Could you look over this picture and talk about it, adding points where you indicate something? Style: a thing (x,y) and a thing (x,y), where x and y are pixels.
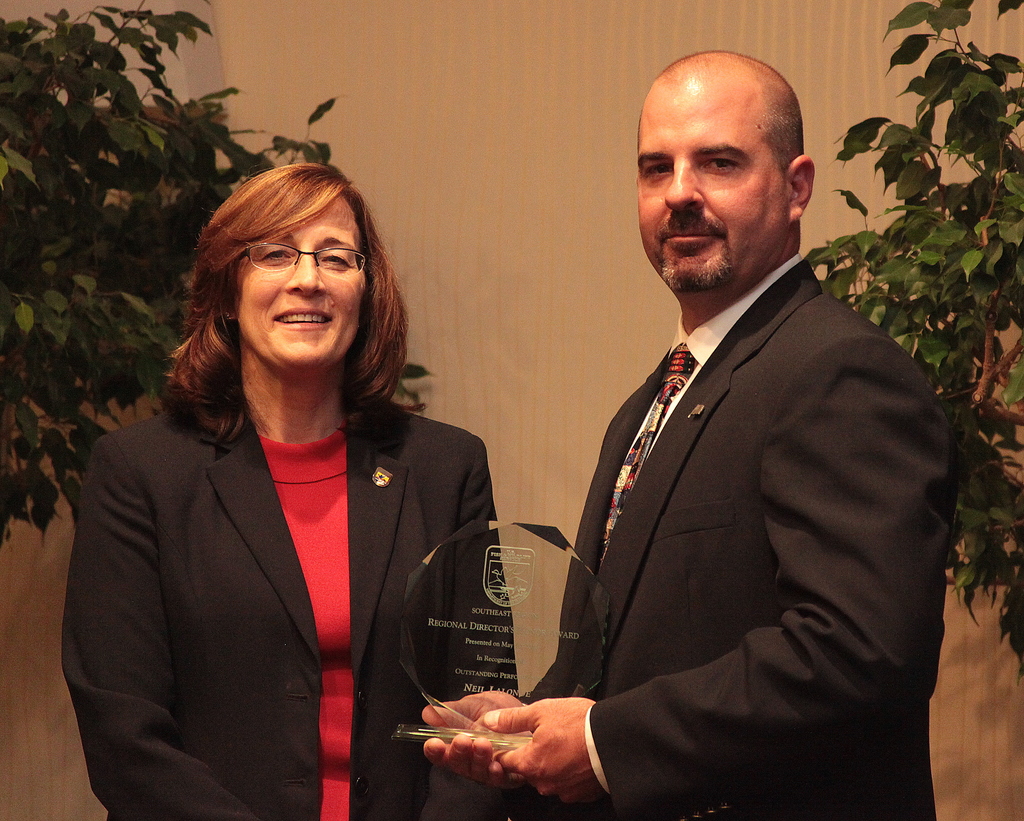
In this picture there is a person (872,540) wearing black suit (858,537) is standing and holding an object (535,683) in his hands (551,701) in the right corner (773,668) and there is a woman (379,531) standing beside him and there are green leaves (198,221) in the background (917,239).
